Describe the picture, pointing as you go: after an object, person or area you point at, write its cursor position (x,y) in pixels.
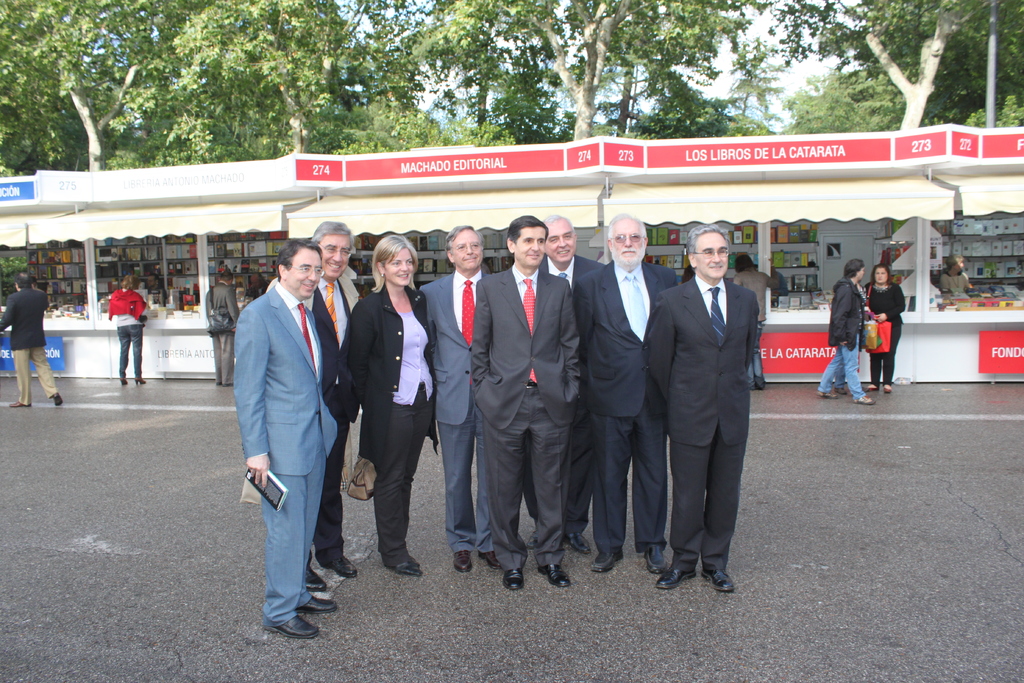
In this image there are people (694,423) standing on a road (78,460), in the background (93,264) there are stalls (95,245), near the stalls (894,213) there are people (31,342) standing, behind the stall (306,188) there are trees (460,19).
